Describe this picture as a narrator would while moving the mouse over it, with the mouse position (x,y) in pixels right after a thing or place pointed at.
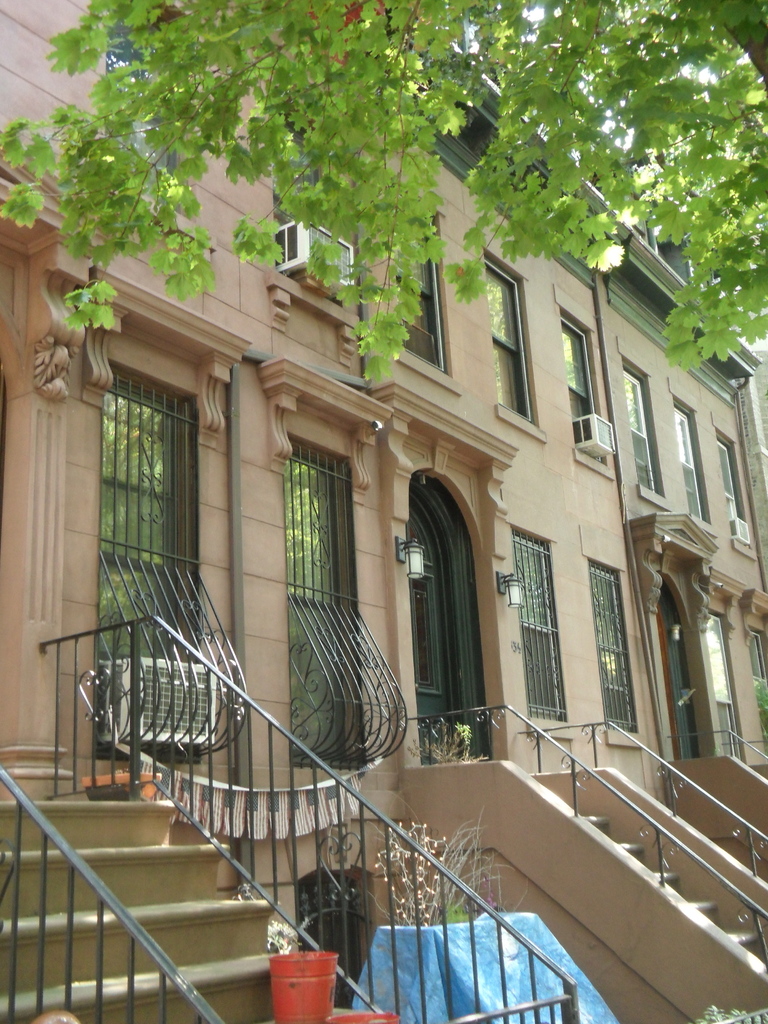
In this picture there is a building (215,374) which is in cream color. There are some windows (511,366) and condensers (582,432) here. We can observe stairs (213,922) and a railing (364,851). There is a tree (362,191).
